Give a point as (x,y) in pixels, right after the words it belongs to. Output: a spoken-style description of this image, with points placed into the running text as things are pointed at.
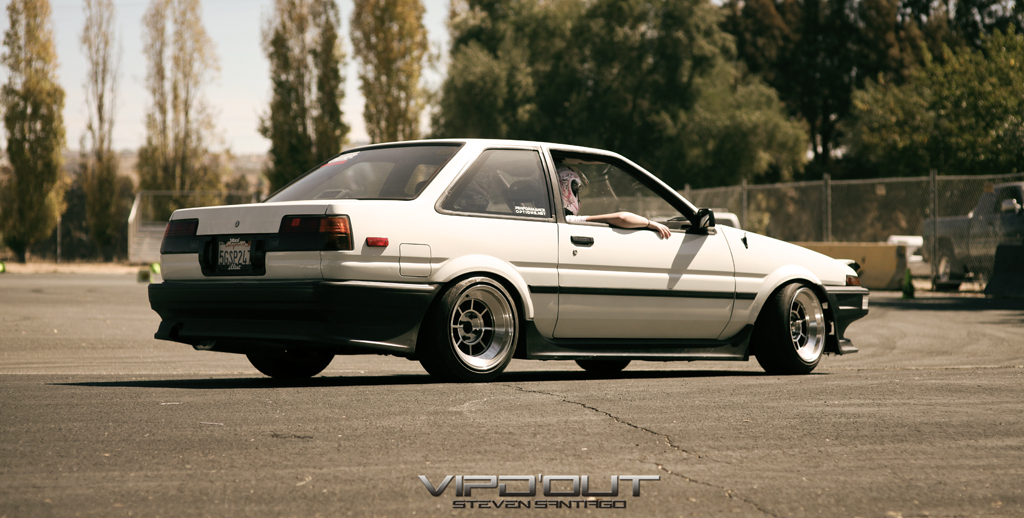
In the center of the image (513,304) we can see a person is driving a car (593,248). In the background of the image (15,173) we can see the trees (625,85), mesh (969,193), vehicles (968,240), barricade (875,262). At the bottom of the image (453,428) we can see the road (605,432) and text (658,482). At the top of the image (354,49) we can see the sky (115,111).
